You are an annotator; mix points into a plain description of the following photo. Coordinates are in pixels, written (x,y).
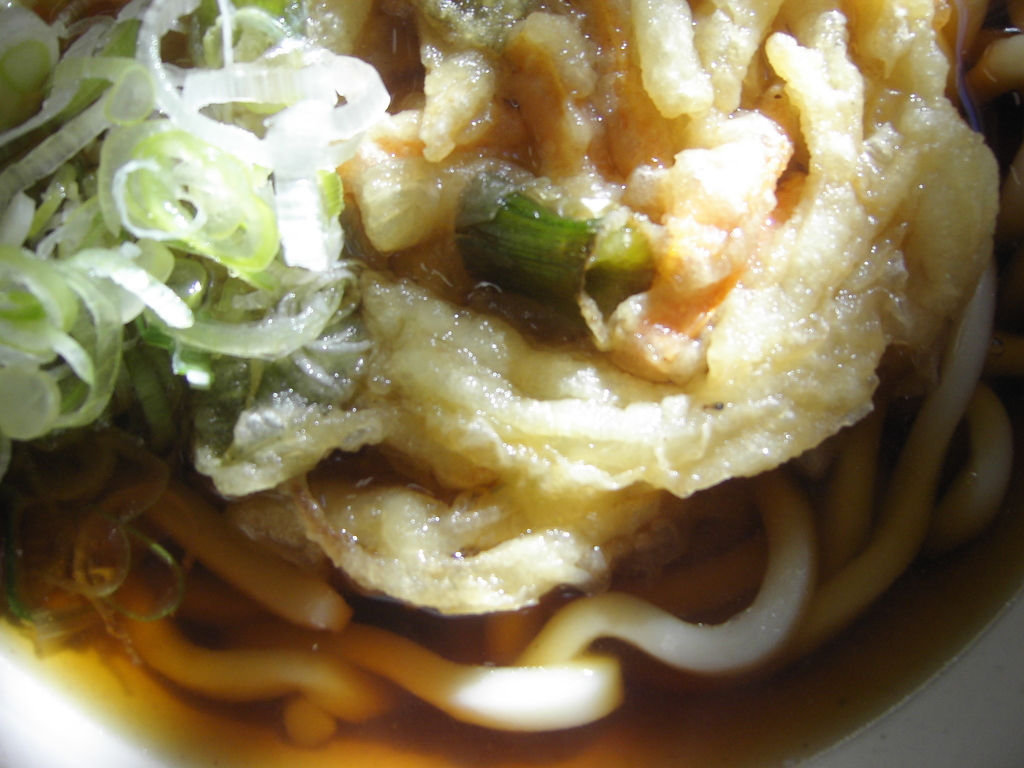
In this picture I can see a food item (479,363) on an object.
